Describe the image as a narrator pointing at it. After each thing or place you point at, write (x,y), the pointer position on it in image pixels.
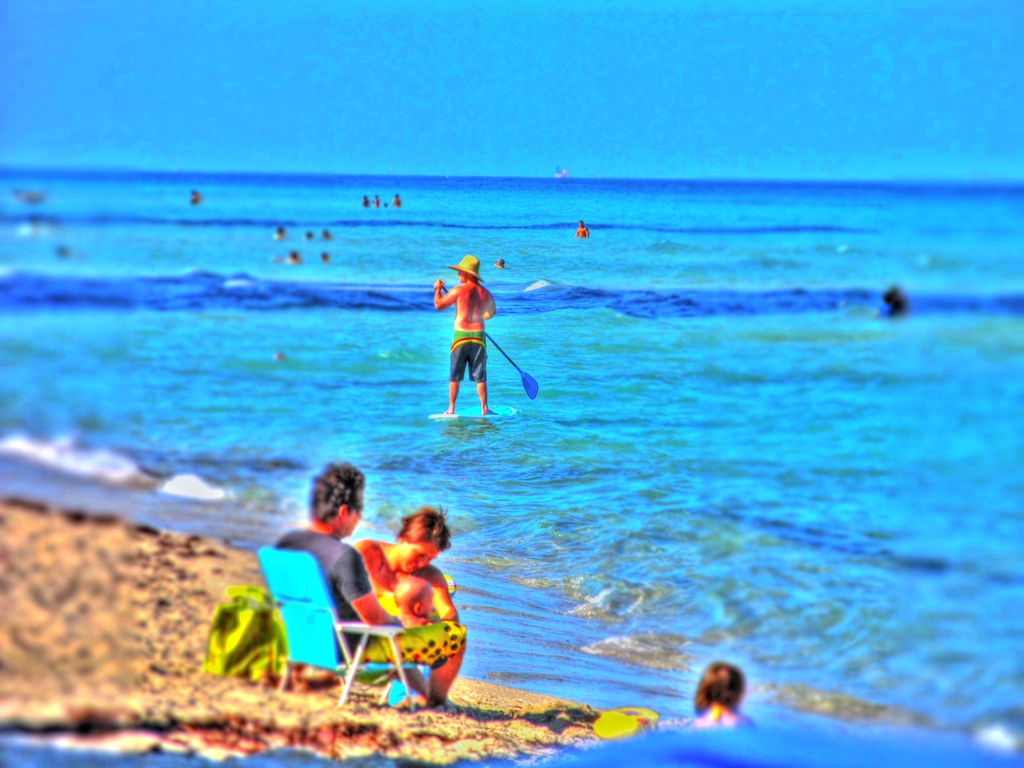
At the bottom of the image (357,650) we can see people (356,636) sitting on the chairs (400,670). In the center (463,322) there is a man (481,385) holding a paddle (524,372) and we can see people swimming in the water (515,359). In the background (584,135) there is sky (508,63).
